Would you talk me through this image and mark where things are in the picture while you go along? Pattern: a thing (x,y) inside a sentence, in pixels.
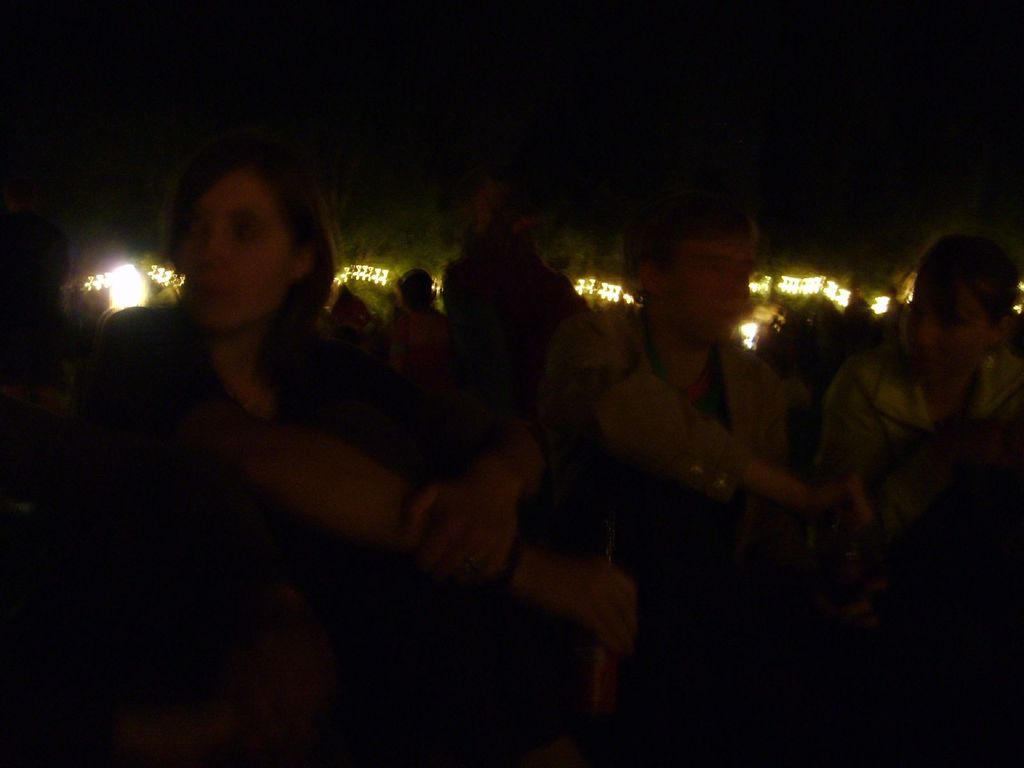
In this picture we can see a group of people (525,491). Behind the people (470,490), there are trees (411,245), lights (364,280) and a dark background (873,72).
